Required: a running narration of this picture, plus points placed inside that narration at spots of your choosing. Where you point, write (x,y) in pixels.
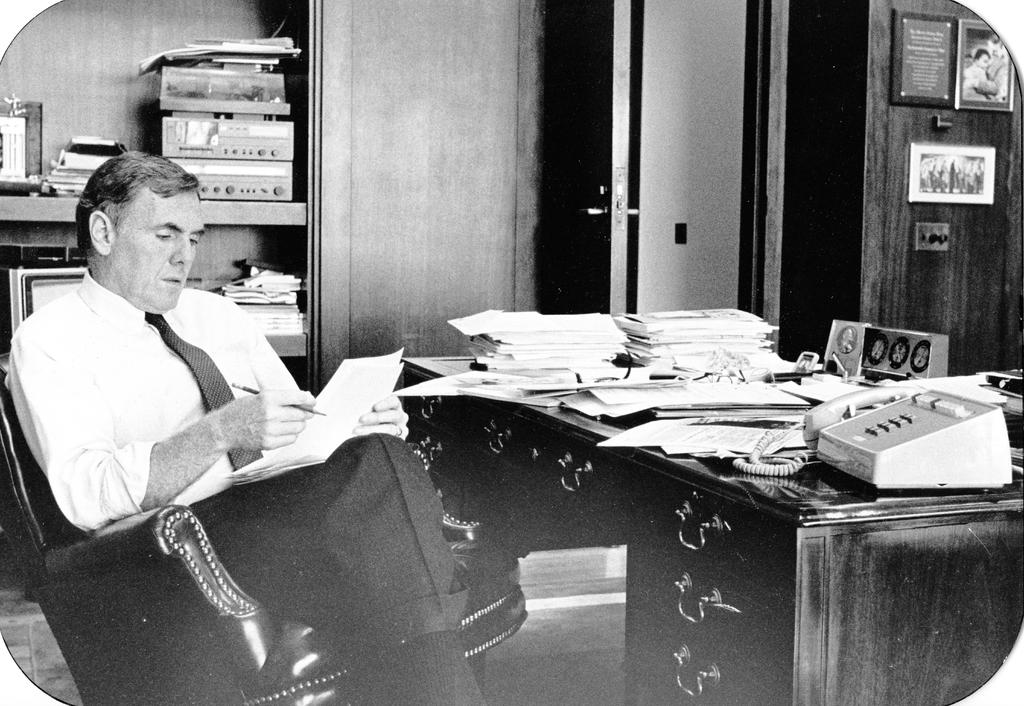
In this image I can see a person (239,394) sitting on the chair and holding pen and papers (364,387). Back I can see few papers (706,328), telephone (918,441) and few objects (796,378) on the table (791,397). Back I can see a door (613,163), few frames (932,181) attached to the wall (949,229) and few objects (255,44) in cupboard (322,37). The image is in black and white.
